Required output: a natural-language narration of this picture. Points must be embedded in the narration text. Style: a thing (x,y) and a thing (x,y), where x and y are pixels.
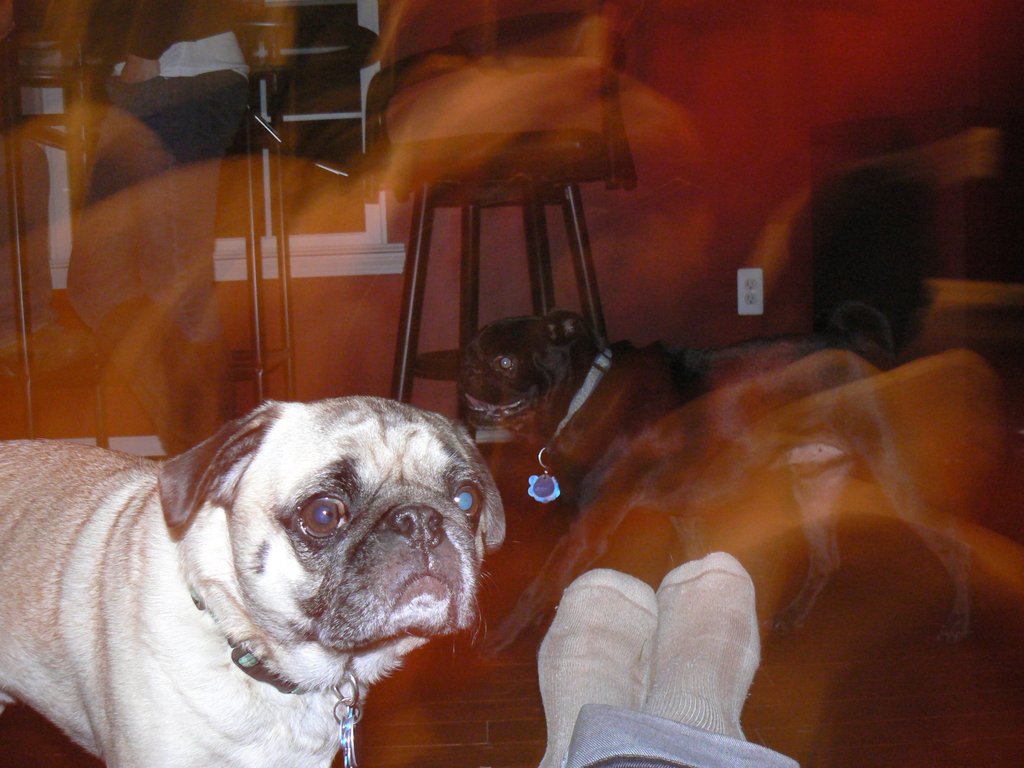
This is an edited image. On the left side (197,552) there is a dog (169,525). At the bottom (587,667), I can see a person's foot (646,648) wearing socks (679,632). In the background (722,134) there is a wall (698,132) along with the window (310,87). Beside the window (271,196) a person (158,231) is standing and also I can see a stool (587,267) and an animal (526,398).
